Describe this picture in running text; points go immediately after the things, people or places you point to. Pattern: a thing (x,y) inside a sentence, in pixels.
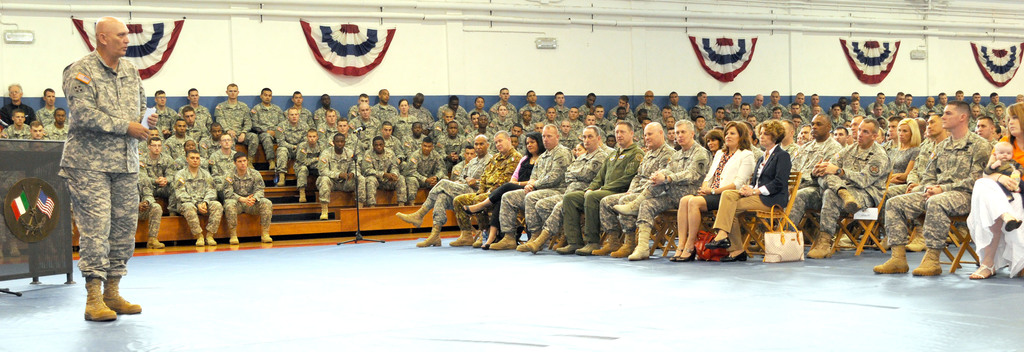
In this image we can see some people (519,201) are sitting on the chairs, one microphone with stand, some people (408,155) are sitting on the benches (418,194) near to the wall (376,87), some curtains (348,40) attached to the wall (930,55), some objects (912,57) attached to the wall (837,55), one man (120,151) standing, holding a paper (149,129) and talking. There are some pipes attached to the wall (396,92), one podium (39,174), some objects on the floor (312,281), one woman (1016,197) sitting on a chair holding a baby (1005,158) and holding one object (1020,175).
